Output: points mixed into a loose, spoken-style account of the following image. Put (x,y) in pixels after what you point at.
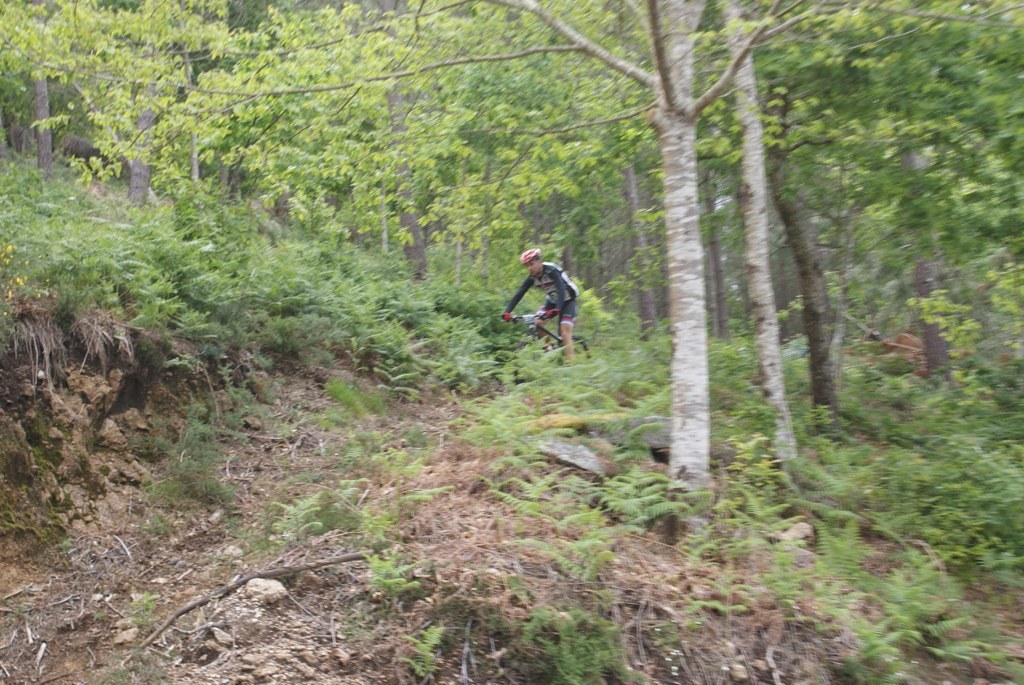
In this image I can see few trees (383,76) which are green in color, some grass (202,276) which is green and brown in color and a person (557,282) wearing black and white colored dress (562,290) is riding a bicycle (526,319) on the ground (528,339).
